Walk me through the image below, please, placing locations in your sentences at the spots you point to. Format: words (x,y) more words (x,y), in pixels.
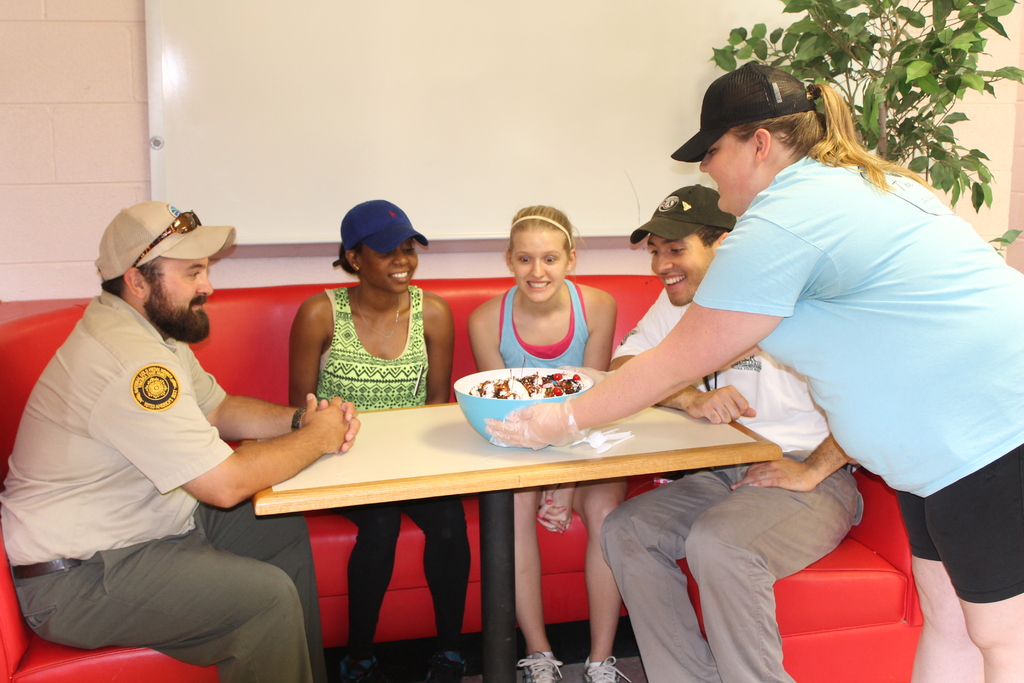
In this image, In the middle (676,447) there is a table (484,446) which is in yellow color on that table (333,460) there is a bowl (481,419) which is in blue color, There are some people (824,536) sitting on the sofa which is in red color, In the background (490,39) there is a white color board (309,84) and in the right side (743,28) there is a green color plant (913,52).
